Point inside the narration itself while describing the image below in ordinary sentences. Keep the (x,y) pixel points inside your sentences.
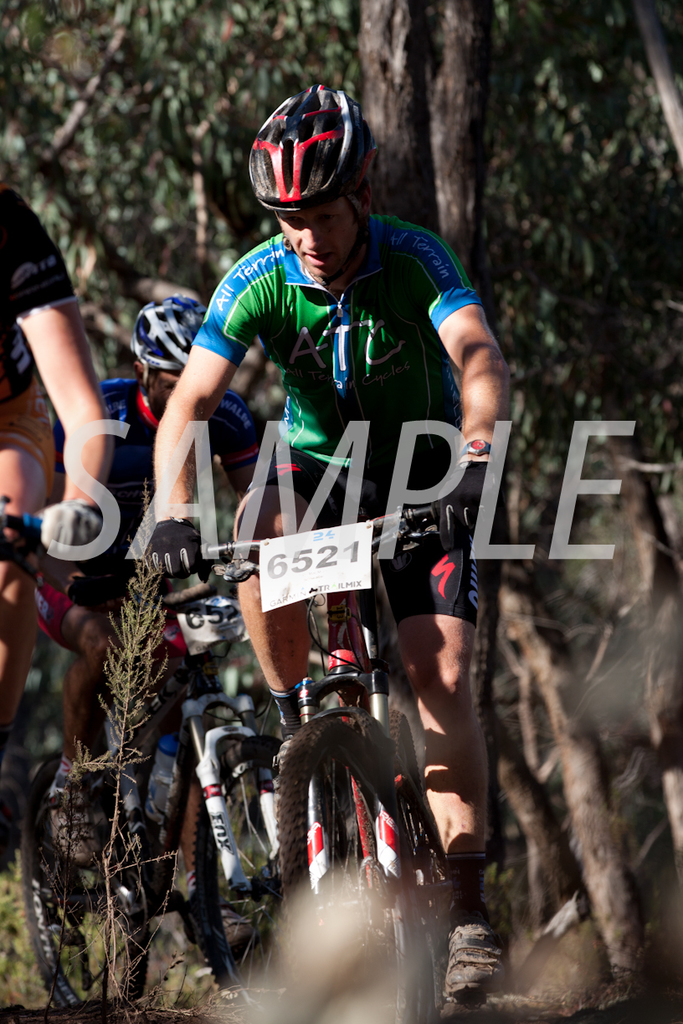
In this picture, there is a person (406,294) in the center (423,506) riding a bicycle (309,695). He is wearing a green t shirt (257,313) and a helmet (281,209). Towards the left (126,421), there are people (48,534) riding bicycles (37,789). In the background (200,121), there are trees (384,192).
